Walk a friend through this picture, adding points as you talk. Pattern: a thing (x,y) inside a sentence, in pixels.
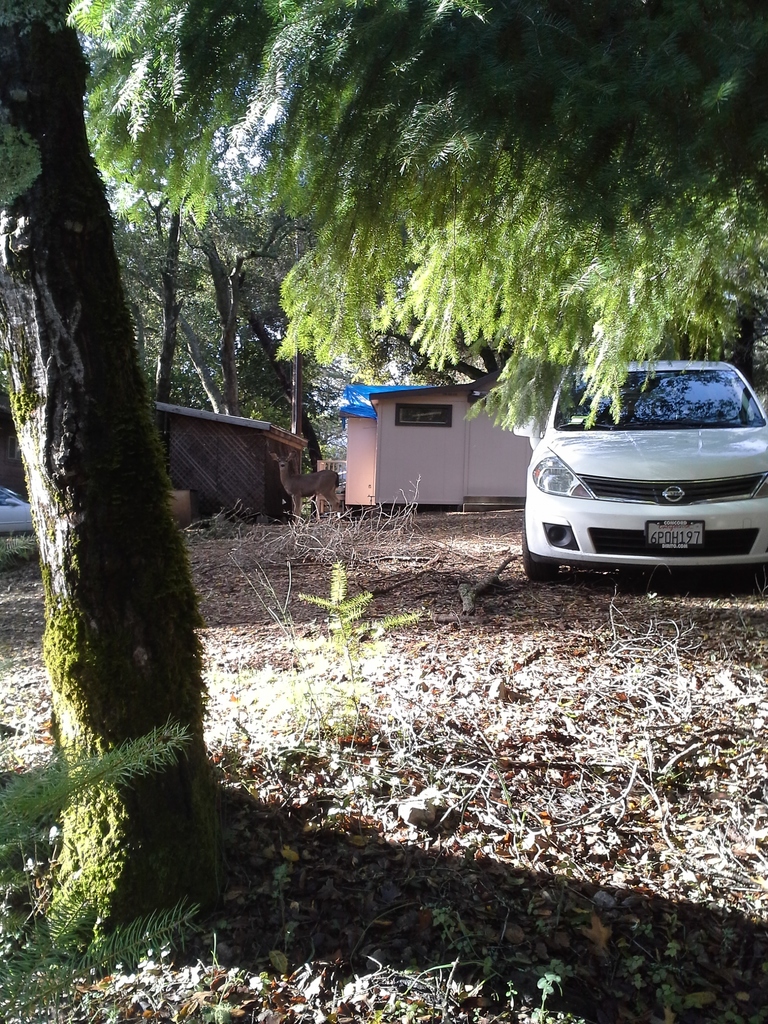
In the foreground of the picture (636,737) there are dry leaves (576,786), twigs (608,763), plant (78,781) and tree (161,648). In the center of the picture (335,534) there are twigs (400,521), dry leaves (486,540) and a car (697,472). In the background (395,438) there are trees (242,410), deer (335,490), small houses (283,448) and other objects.
